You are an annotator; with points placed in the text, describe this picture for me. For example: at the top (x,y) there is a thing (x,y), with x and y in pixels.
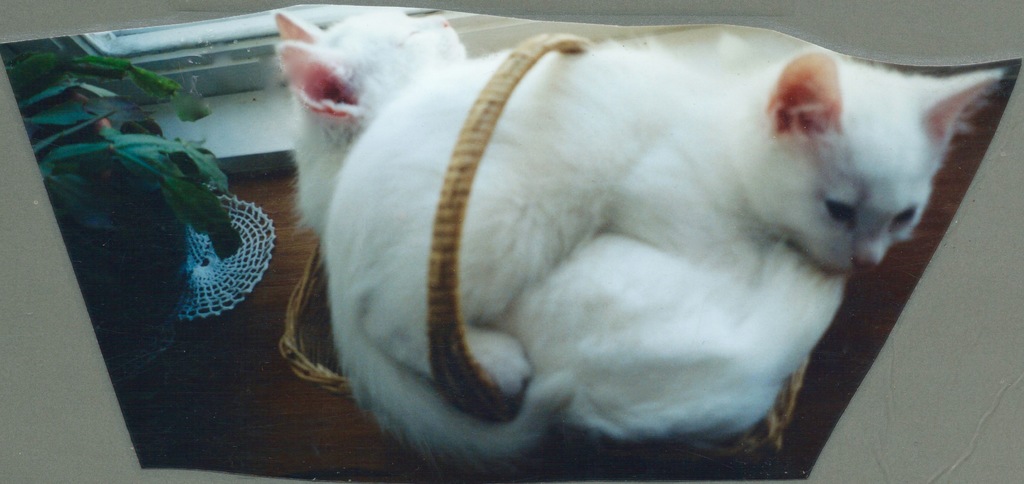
In this picture we can see the pictures of cats (520,119) seems to be sitting in the wooden basket (309,309). On the left (154,147) we can see the picture of a house plant (151,160) and the pictures of some other objects (265,247). In the background (783,28) we can see some object (70,358) seems to be the wall (636,21).
